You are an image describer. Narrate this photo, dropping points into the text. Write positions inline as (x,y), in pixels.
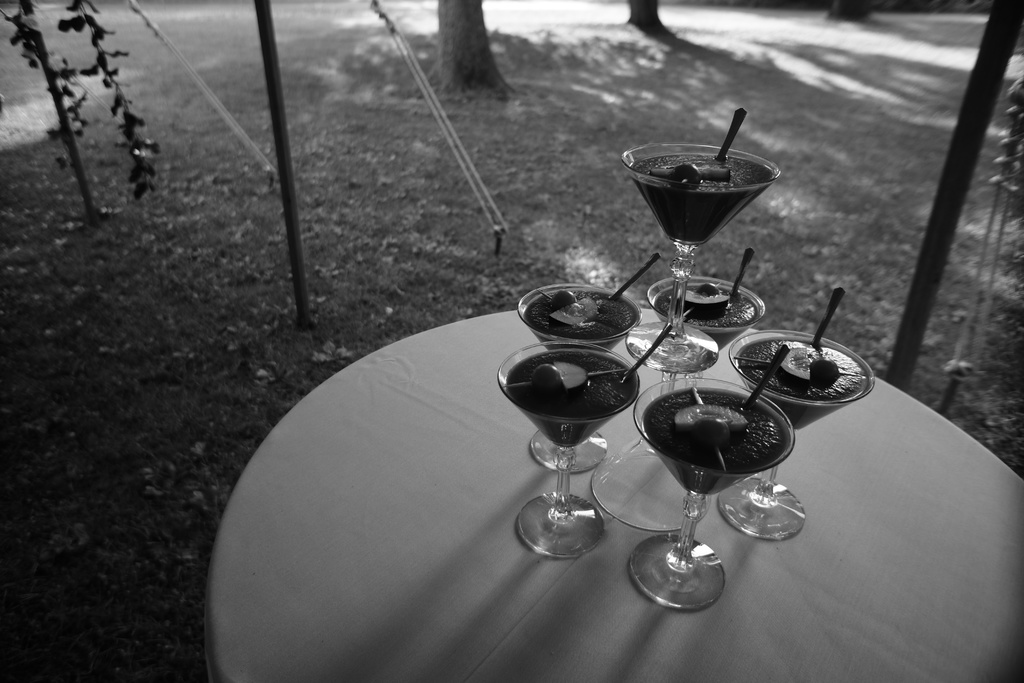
This is the picture of a table (452,436) on which there are some glasses (549,342) and around there are some plants (132,152) and some things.
